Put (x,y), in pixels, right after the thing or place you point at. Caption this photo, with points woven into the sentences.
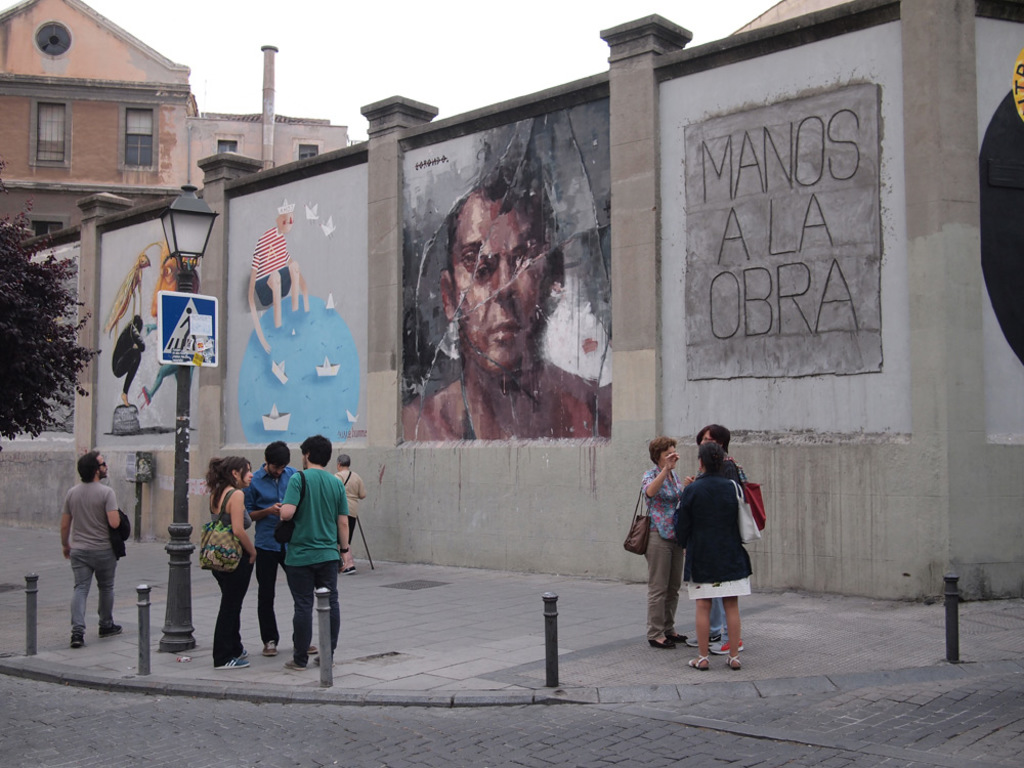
In this image I can see the road (286,721), the sidewalk (460,634), few black colored poles (33,628), a sign board (174,301) attached to the pole (188,363) and few persons (111,559) standing on the sidewalk (450,608). I can see a tree (22,375), a wall (174,369) and few painting (562,276) on the wall (266,363) and a building (86,124). In the background (244,67) I can see the sky (342,63).
